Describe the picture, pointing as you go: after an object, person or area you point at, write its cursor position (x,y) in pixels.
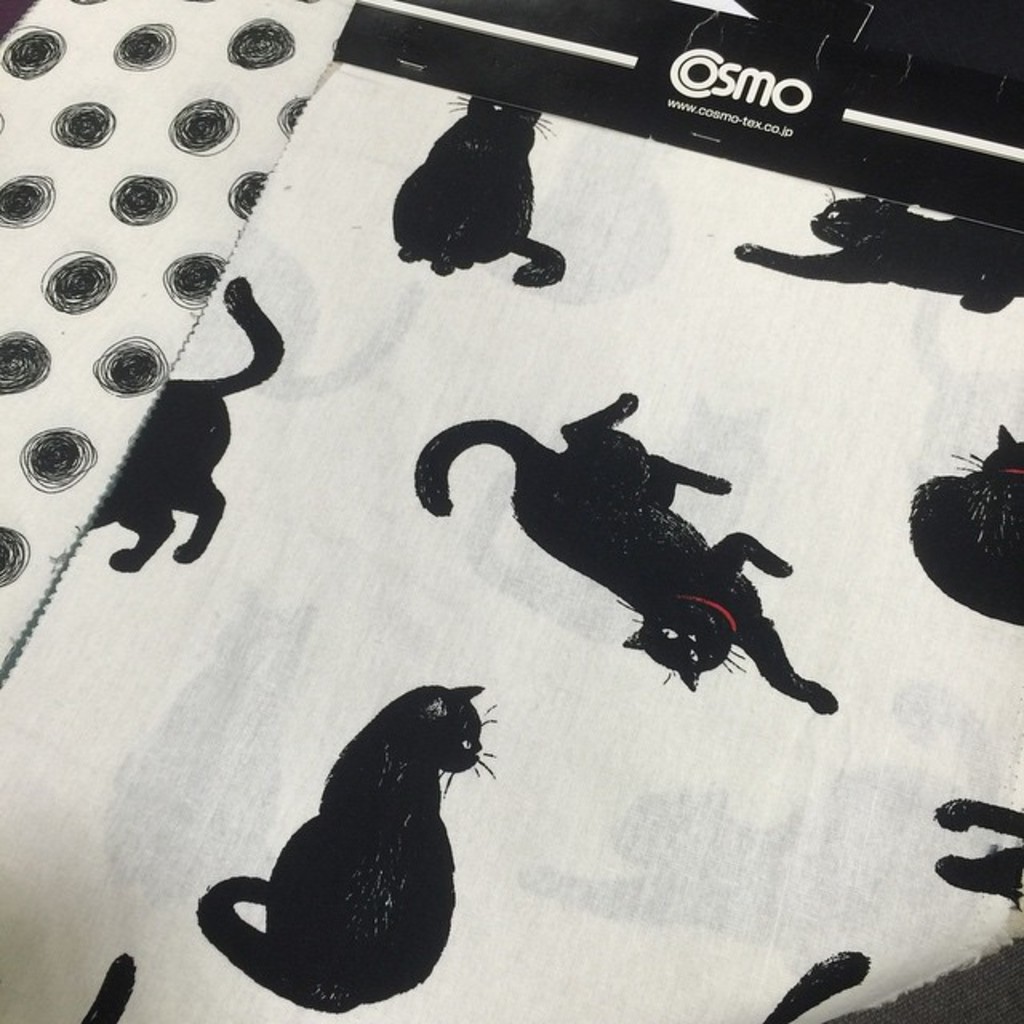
In this picture I can see the cloth (368,453). I can see cats design (245,288) on it
